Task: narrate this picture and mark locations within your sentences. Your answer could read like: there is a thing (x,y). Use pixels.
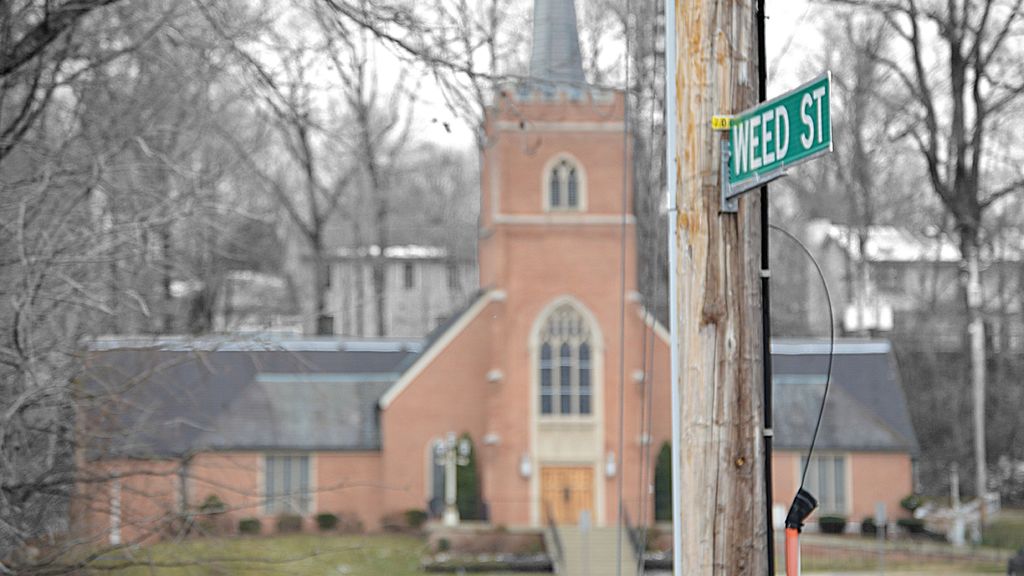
In this picture we can see there is a pole (713,265) with a board (758,143) and cables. Behind the pole (699,209) there are trees (664,290), buildings (430,312) and the sky (450,101).
